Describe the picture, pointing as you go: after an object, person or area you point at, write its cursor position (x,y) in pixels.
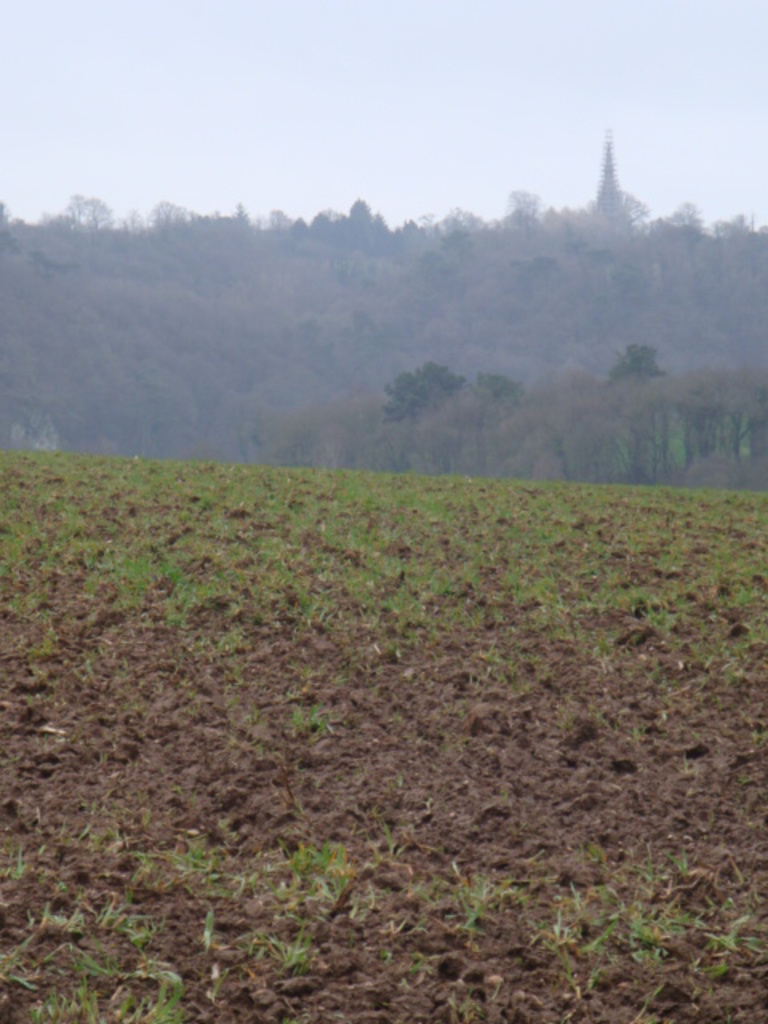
In this image there is a land (403,805) at the bottom (382,759). In the middle (389,372) there are trees (548,345). At the top (397,77) there is the sky (339,75). At the bottom (252,757) there is sand (455,718) and small grass (560,598) on the land (507,579).
